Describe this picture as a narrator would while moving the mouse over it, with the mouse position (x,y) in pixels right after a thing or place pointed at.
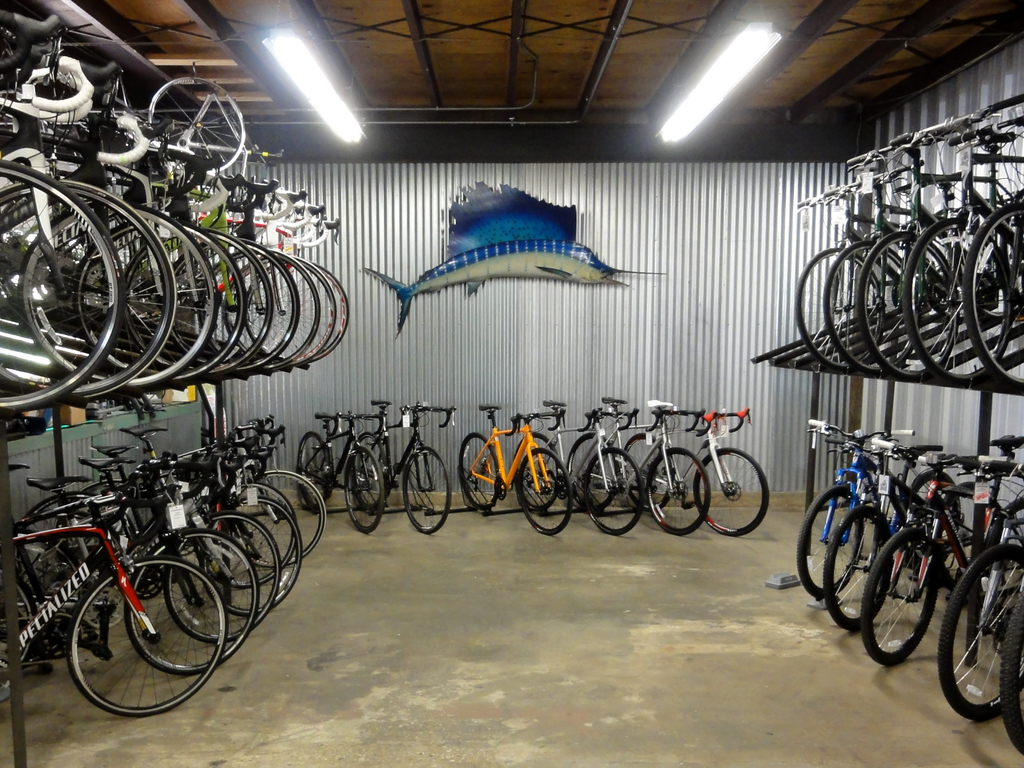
In this picture I can see there are many bicycles (112,566) parked here and among them there is a red and black frame bicycle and there is a yellow color bicycle (497,432) at the center (488,442) and there is a blue color bicycle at the right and there is a symbol (465,272) of a fish (563,257) in the backdrop wall (560,301) and there are lights (714,88) attached to the ceiling (451,56).
